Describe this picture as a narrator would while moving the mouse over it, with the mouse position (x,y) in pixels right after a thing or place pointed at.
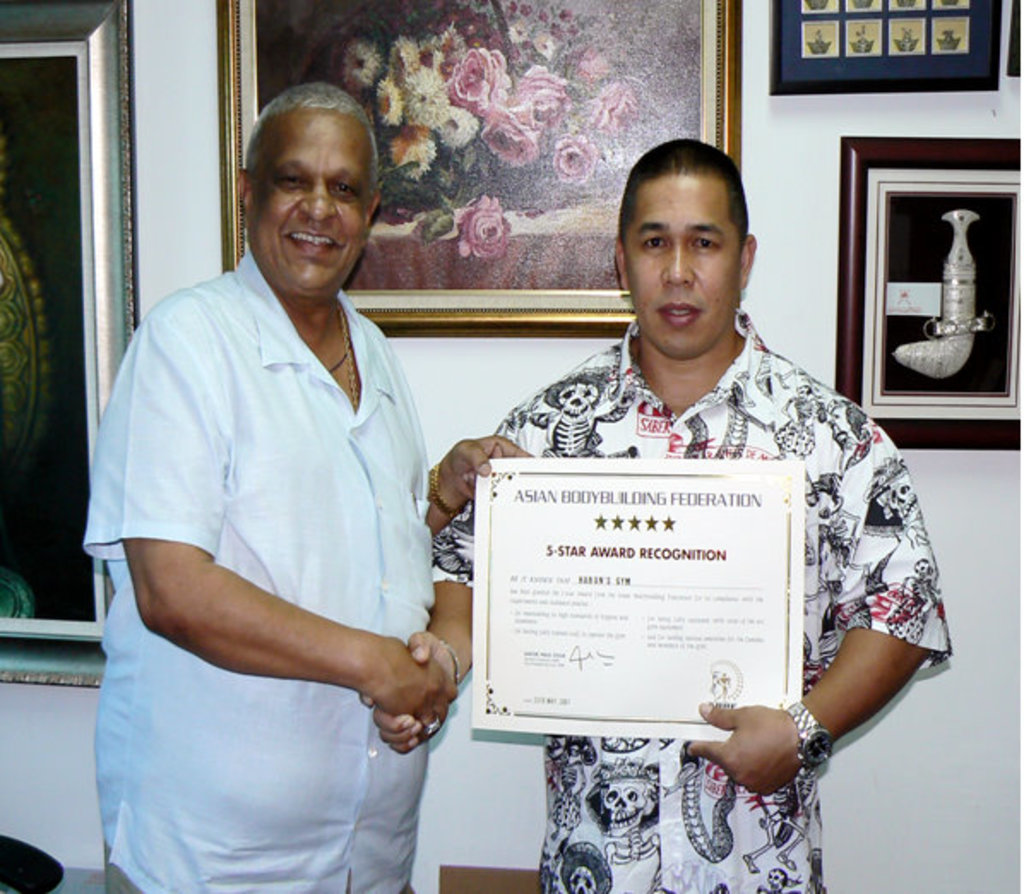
In this image I can see two men (374,590) are standing. I can see both of them are holding a white colour certificate (647,542). In the background (903,184) I can see number of frames (857,148) on this wall (436,440) and here I can see smile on his face (274,267).
